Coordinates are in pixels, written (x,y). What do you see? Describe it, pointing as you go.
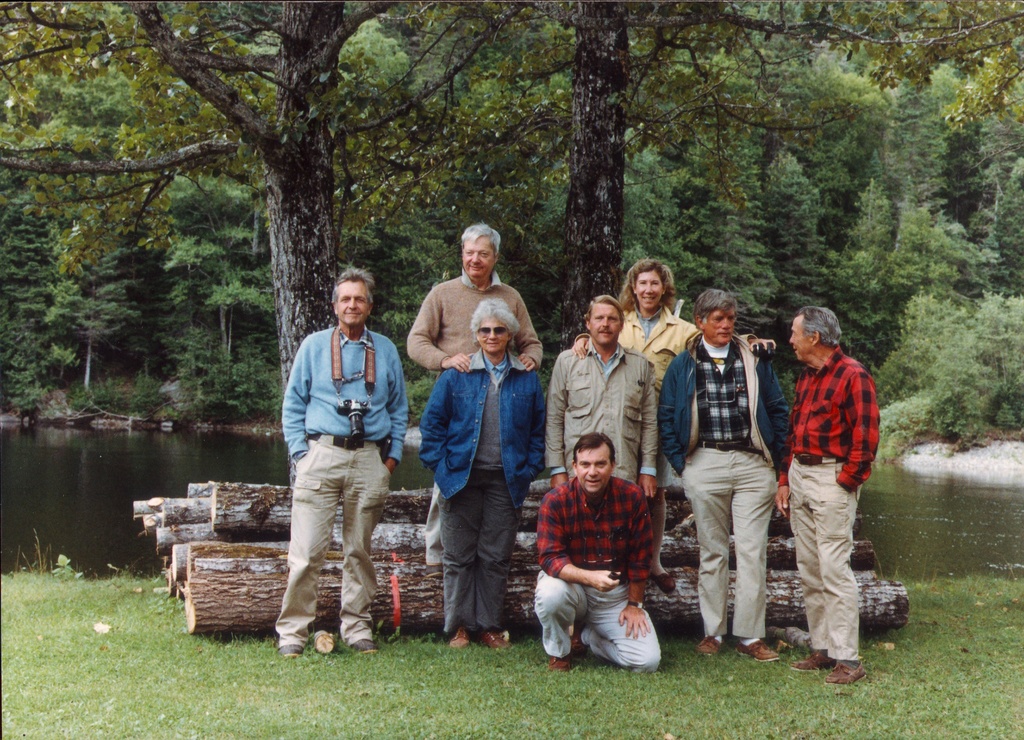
In this image, we can see a group of people (300,529). Few people (493,474) are watching and smiling. On the right side of the image (770,401), we can see a two person (811,424) are looking at each other. At the bottom (881,713), we can see grass (669,697). Background (252,595) we can see wooden logs (271,559), water (990,535), trees (962,262) and plants (964,411).
